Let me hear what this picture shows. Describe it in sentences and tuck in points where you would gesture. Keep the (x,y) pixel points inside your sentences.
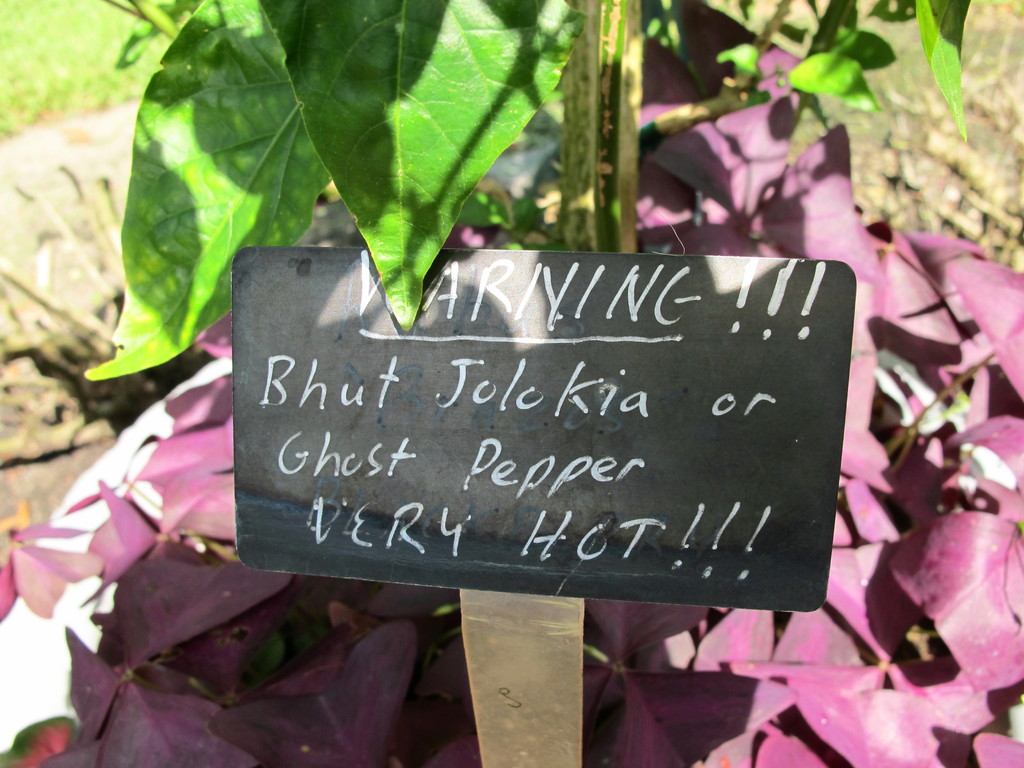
In this picture we can observe a black color board (585,361) fixed to this pole (514,620). We can observe two different colors of leaves (353,63). One is in violet and the other one is in green color. In the background (50,67) there is some grass (65,62) on the ground (39,54).
